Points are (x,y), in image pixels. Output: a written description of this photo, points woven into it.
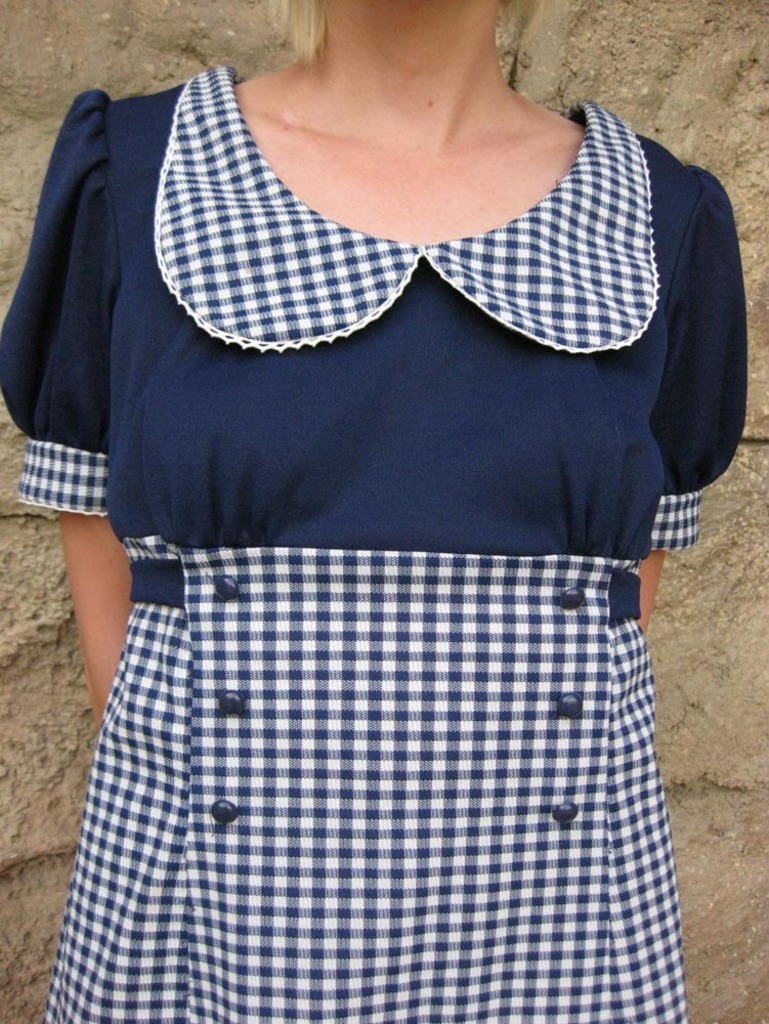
In this picture there is a girl (426,821) wearing blue and white color checks dress (392,845) and standing in the front (202,204). Behind there is a brown color wall (111,53).
